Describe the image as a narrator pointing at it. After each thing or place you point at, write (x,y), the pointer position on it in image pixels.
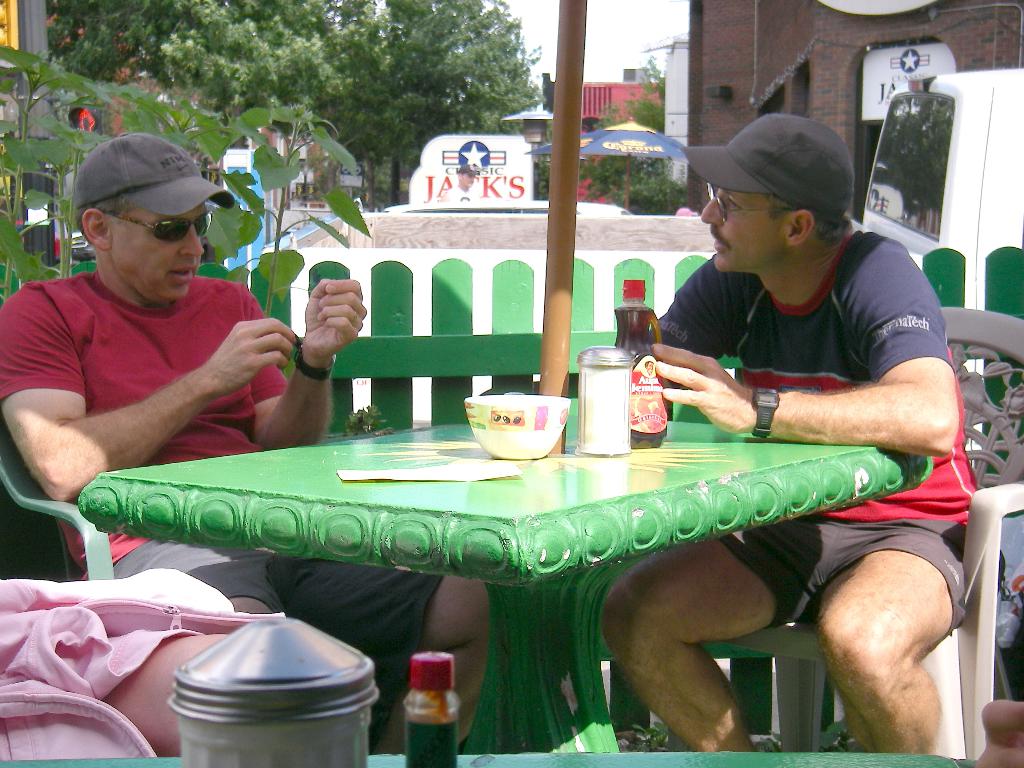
There are two men (756,321) wearing caps (759,184) and sitting in the chairs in front of a table (561,482), on which a paper (467,469), bowl (519,421), bottles (578,421) were placed. Both of them wearing spectacles (720,197). In the background (400,68) there are some trees (372,72) and a sky (623,37) here.
